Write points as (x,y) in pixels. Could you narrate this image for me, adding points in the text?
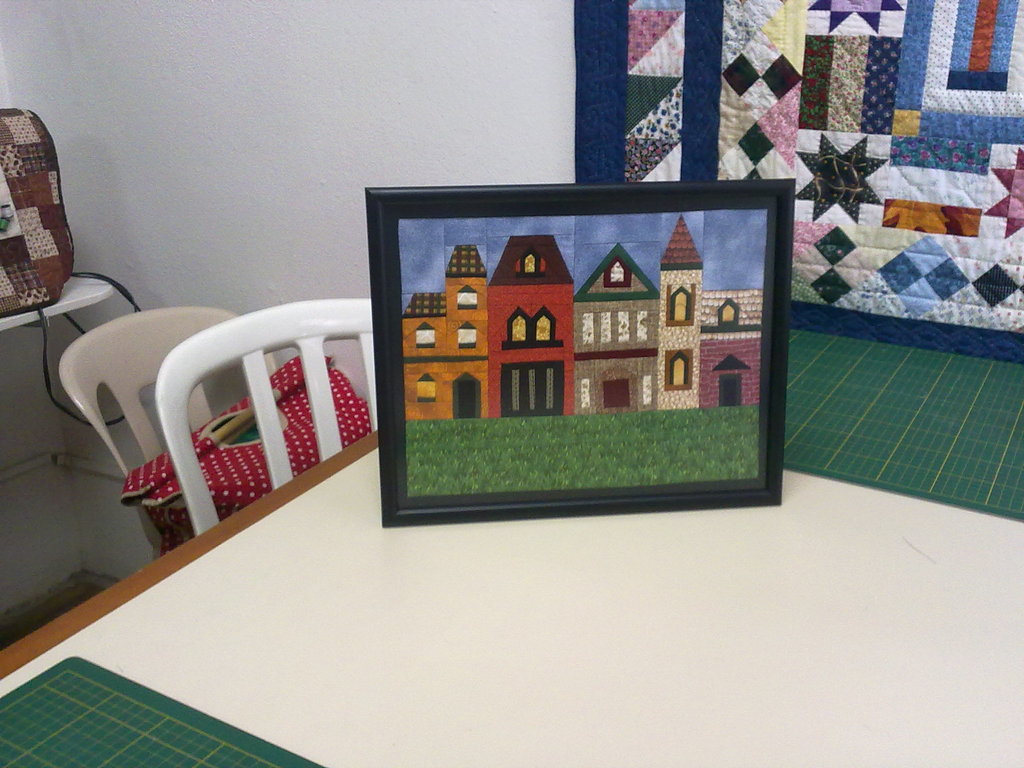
In this image there is a photo frame (587,390) on the table (556,556), in front of the table (374,477) there are chairs (317,427) with bags (233,450), beside the chair (329,331) there is a wall (549,117).
